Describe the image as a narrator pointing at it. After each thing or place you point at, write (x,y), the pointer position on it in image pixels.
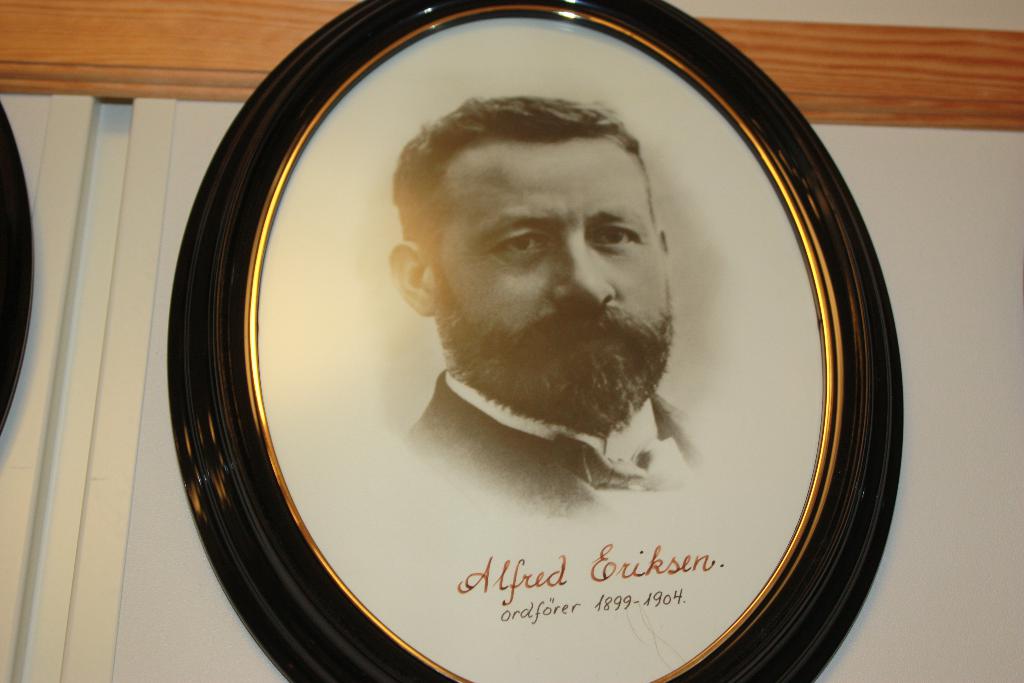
In this picture, we see the photo frame (431,268) of the man (551,172) which is placed on the white wall (160,608). At the bottom of the photo (636,576), we see some text (600,611) written on it.
